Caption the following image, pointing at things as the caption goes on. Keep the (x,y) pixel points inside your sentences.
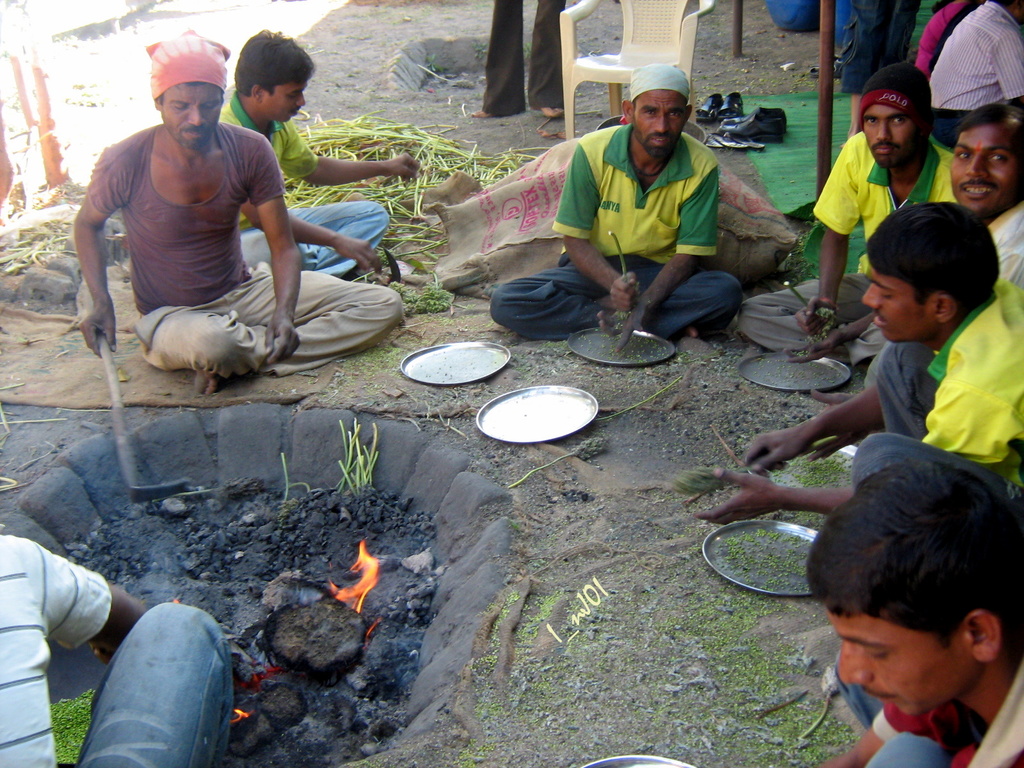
In this image I can see number of persons (244,250) are sitting on the ground (805,251) and I can see few of them are holding few objects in their hands (816,316). I can see some coal (310,532) and fire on the ground (274,593). In the background (662,32) I can see a chair (605,61), few metal poles (830,120), the carpet (786,140) and few pairs of footwear (783,112) on the ground (764,78).
